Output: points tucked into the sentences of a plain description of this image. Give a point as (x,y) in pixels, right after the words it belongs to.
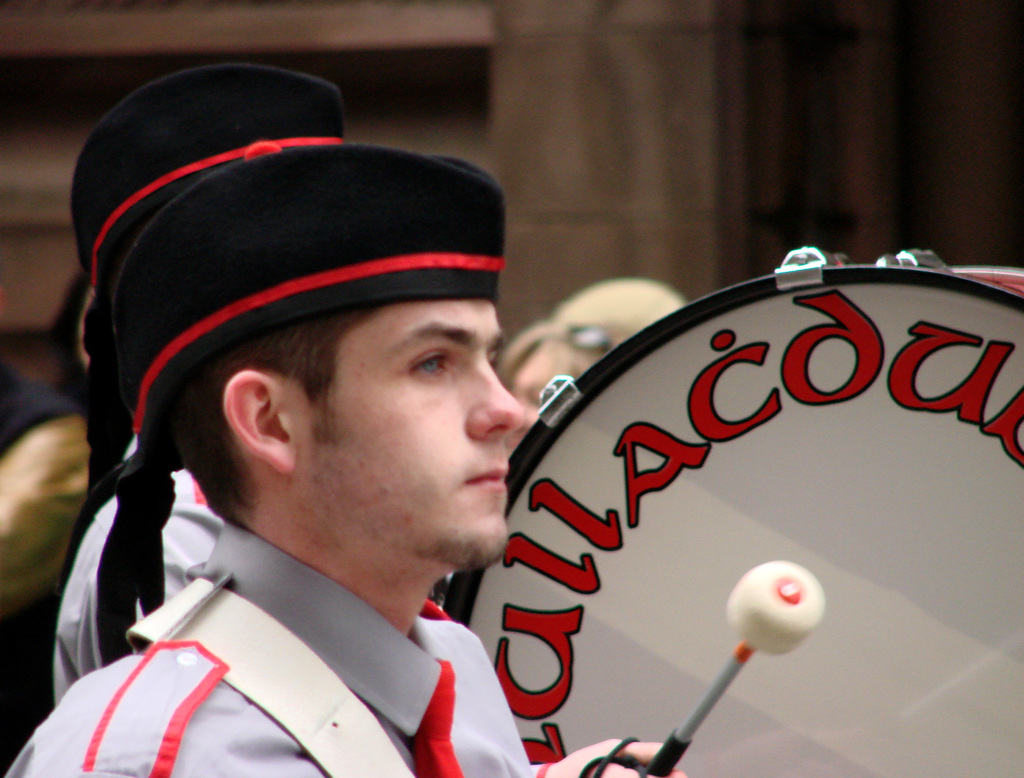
In this image, on the left side (101,248), we can see a man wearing a black color hat (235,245). On the left side (269,310), we can also see a another man (258,250) wearing a black color hat (269,184) and having a stick (678,743) in his hand (593,751). On the right side (827,428), we can see a musical instrument (740,553). In the background (35,363), we can see a group of people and a wall (556,73).
